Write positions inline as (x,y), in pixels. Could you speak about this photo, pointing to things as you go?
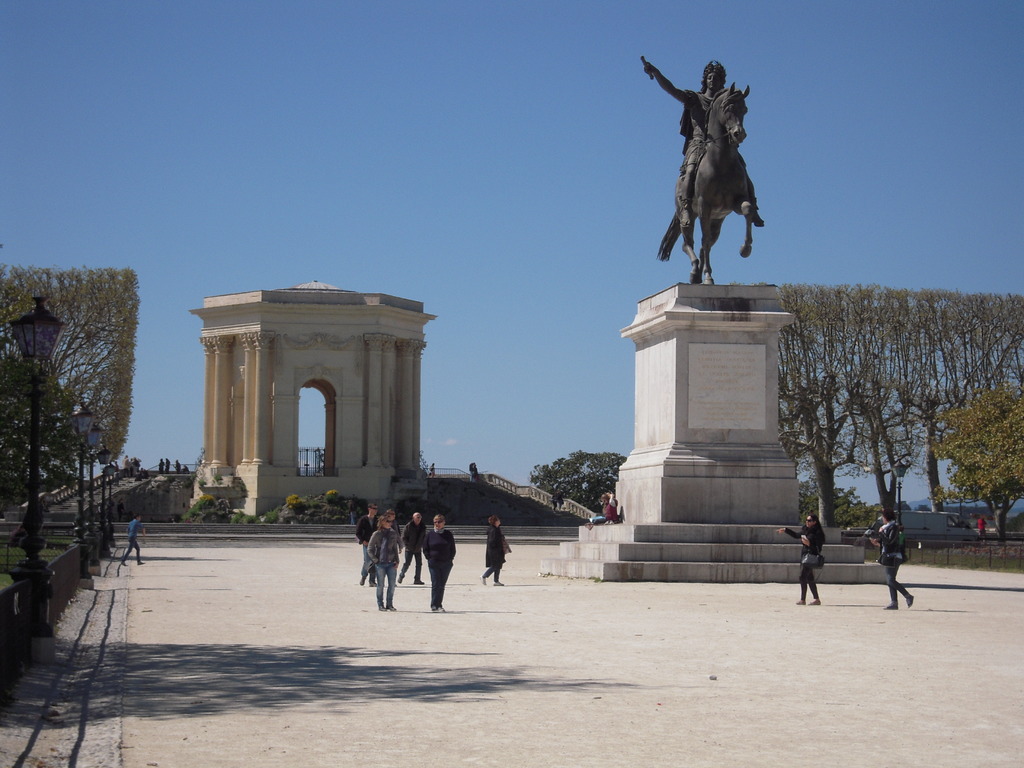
In this image we can see some people (443,586) walking on the ground (470,619). On the right side (714,486) we can see a statue (720,196), poles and a group of trees (913,408). On the left side (41,613) we can see some street lamps (101,542) and plants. On the backside (154,517) we can see a monument (369,460) with stairs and pillars (415,449) and the sky (507,333) which looks clear.
